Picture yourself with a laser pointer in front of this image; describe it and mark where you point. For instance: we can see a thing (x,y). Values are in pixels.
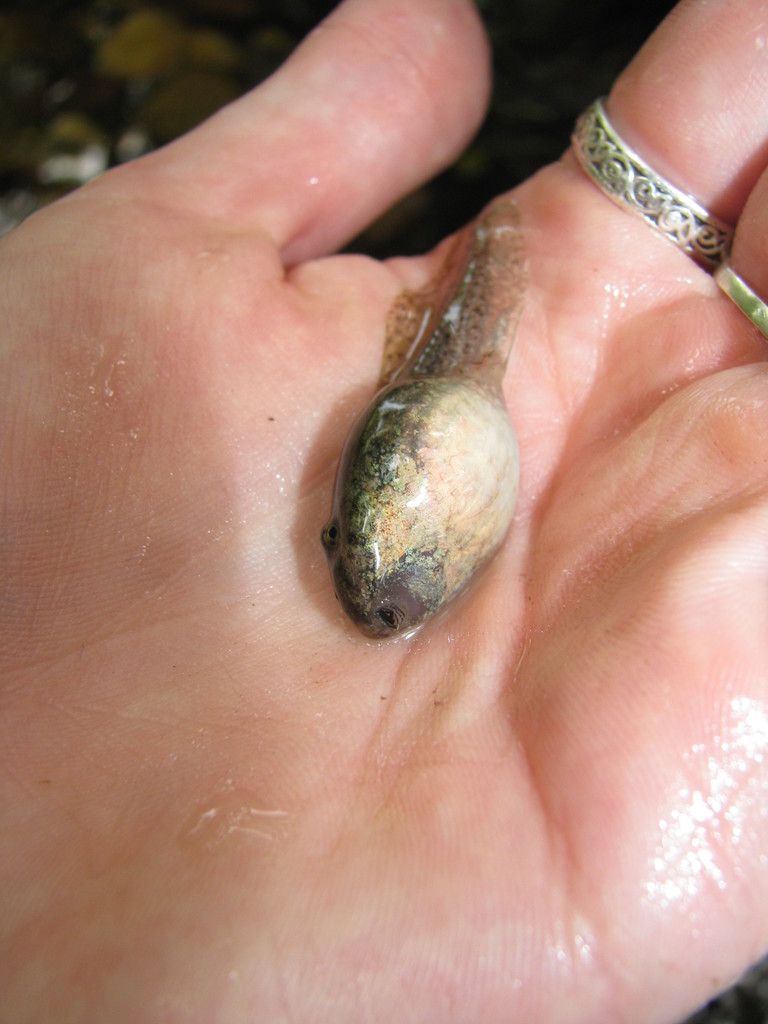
In this image there is a tadpole (352,616) in a person's palm (328,486) and there are rings (593,138) on the fingers (666,163).
